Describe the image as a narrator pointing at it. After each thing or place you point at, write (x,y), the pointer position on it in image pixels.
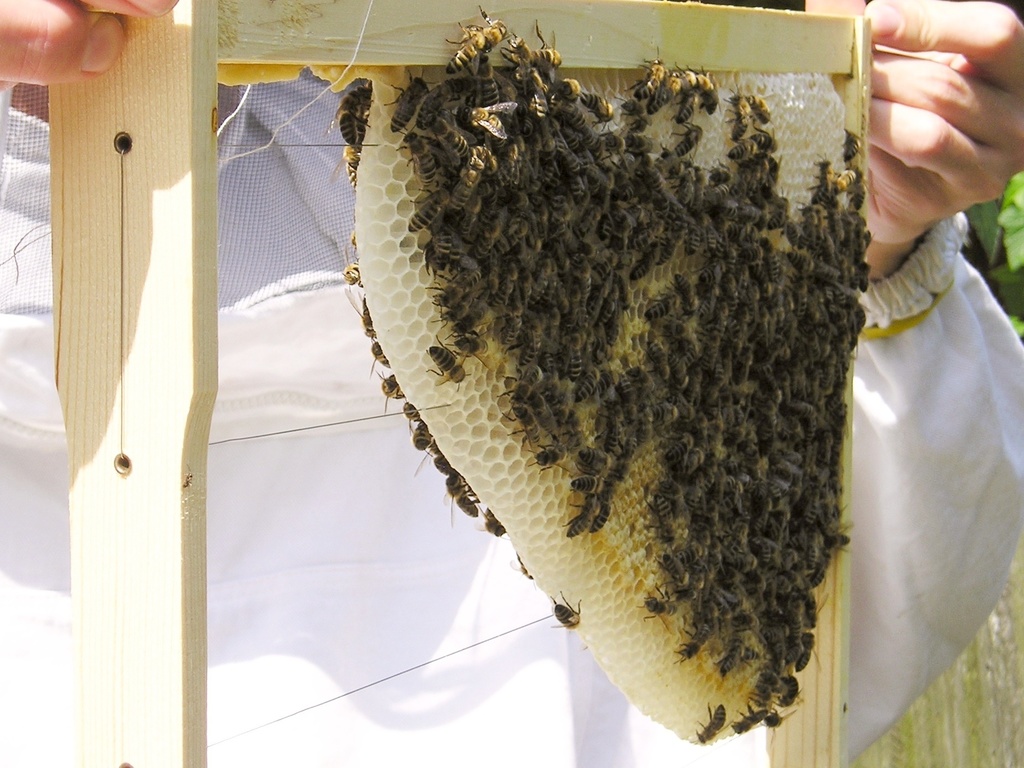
In this image we can see a person (302,134) holding the honeycomb (662,360). We can also see the honey bees (750,155). On the right (997,208) we can see the leaves (1000,228).
